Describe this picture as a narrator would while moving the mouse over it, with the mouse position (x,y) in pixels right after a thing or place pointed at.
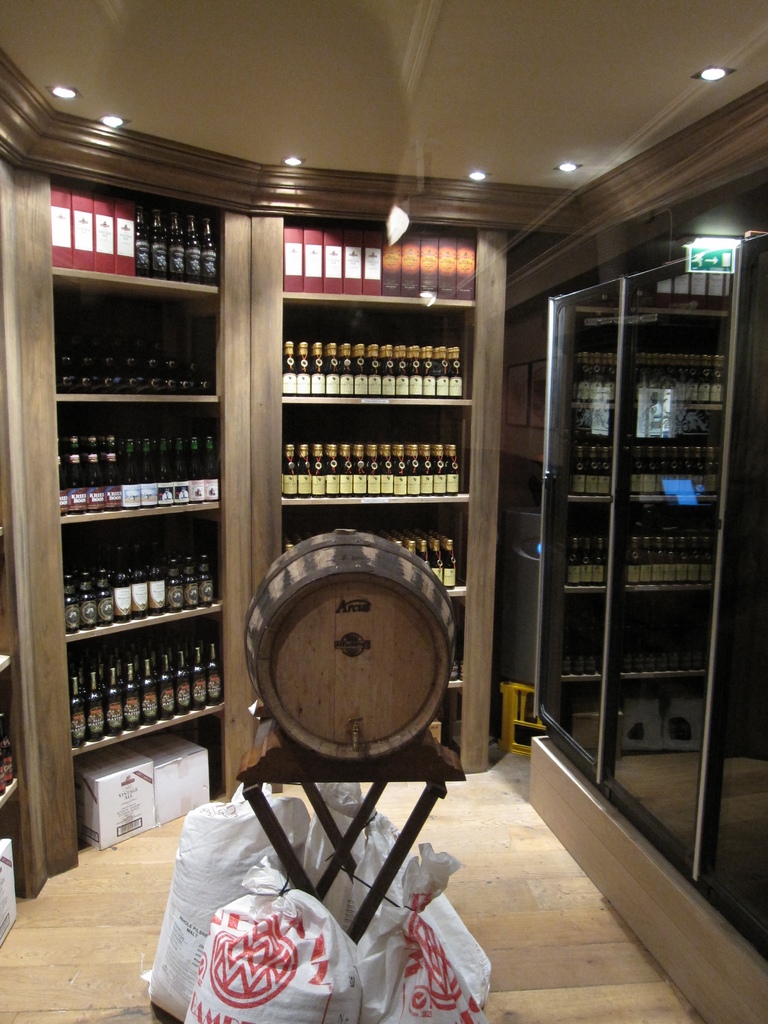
Lights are attached to the ceiling (745,76). In these racks (446,305) there are bottles (364,394) and boxes (116,248). Here we can see cardboard boxes (174,761). On this table (387,759) there is an object (354,672). Here we can see bags (398,874). Pictures (543,420) are on the wall (543,433). Beside this signboard (695,251) there is a glass wall (654,492). On this glass wall (671,625) there is a reflection (695,539) of bottles (680,571).
